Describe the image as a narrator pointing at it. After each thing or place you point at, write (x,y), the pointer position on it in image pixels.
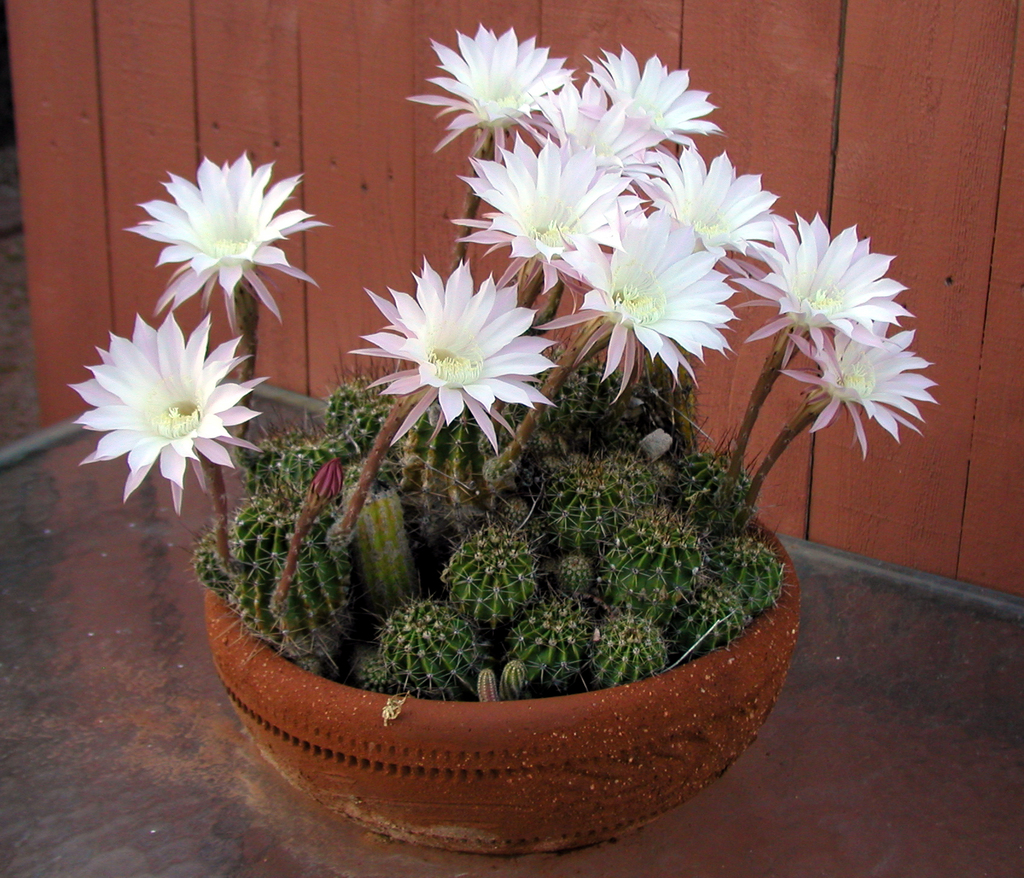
In this image we can see a potted plant (514,463) with flowers (472,242). In the background (407,74), we can see a wall (894,35).
